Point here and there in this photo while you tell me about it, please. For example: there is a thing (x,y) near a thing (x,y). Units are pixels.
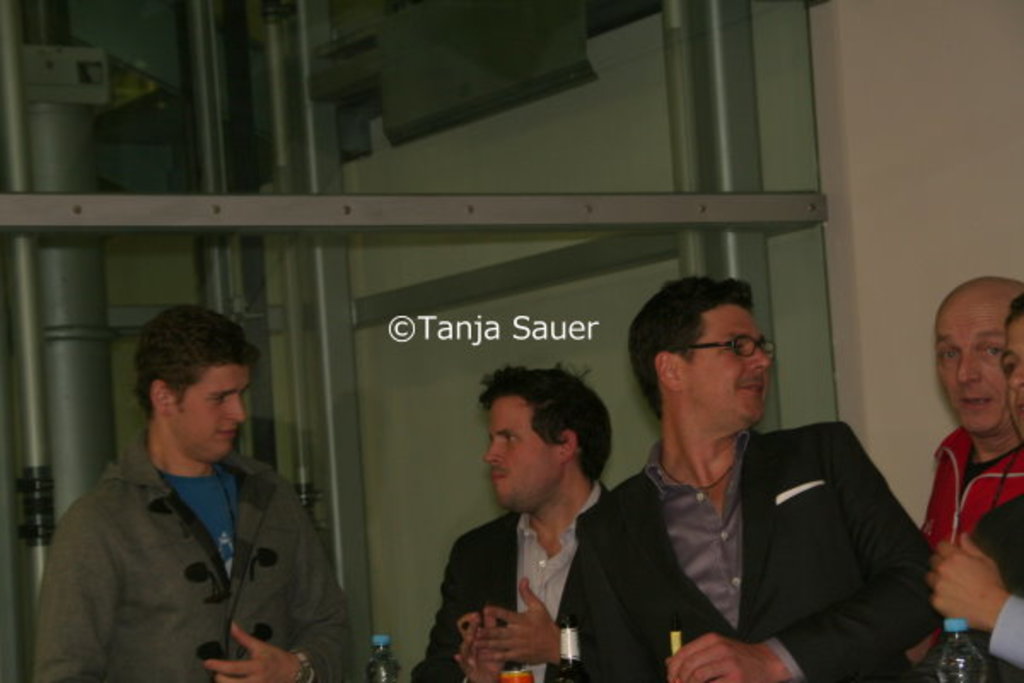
there are 5 people (691,529) standing. in front of them there are bottles (955,662).
